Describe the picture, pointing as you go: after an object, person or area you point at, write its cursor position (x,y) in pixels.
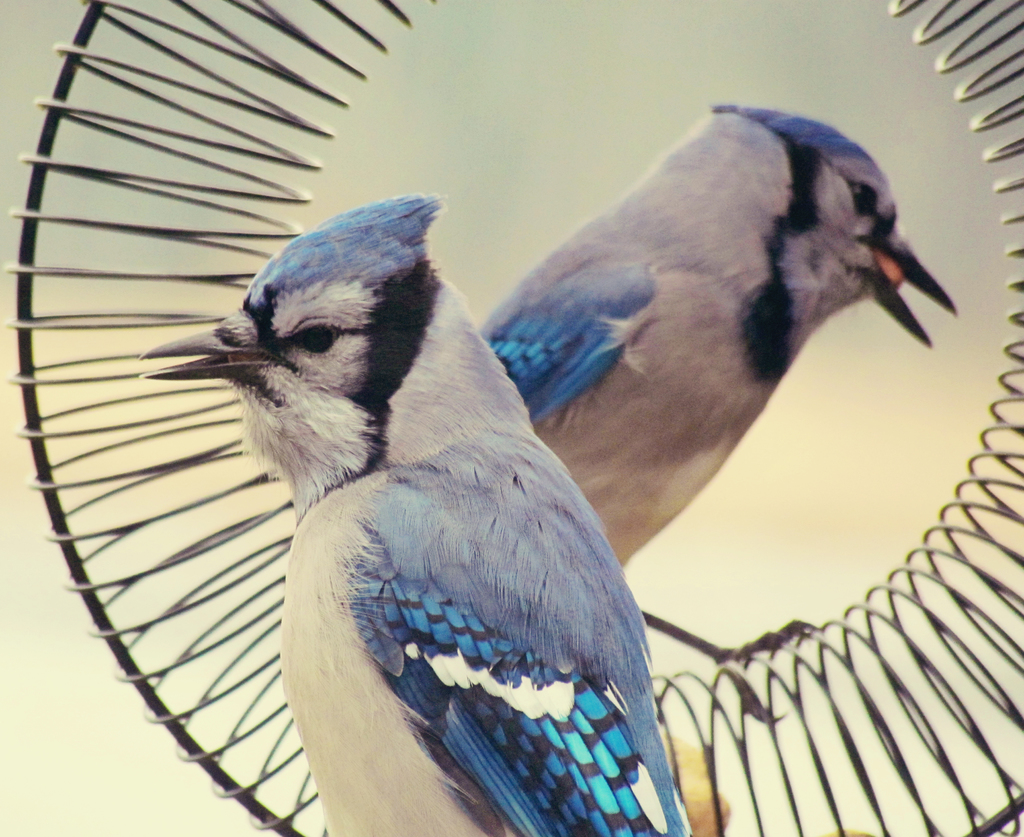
In the picture I can see two birds (436,481) and in the background (161,322) I can see some object (130,356) which is in round shape. The background of the image (73,765) is blurred.
